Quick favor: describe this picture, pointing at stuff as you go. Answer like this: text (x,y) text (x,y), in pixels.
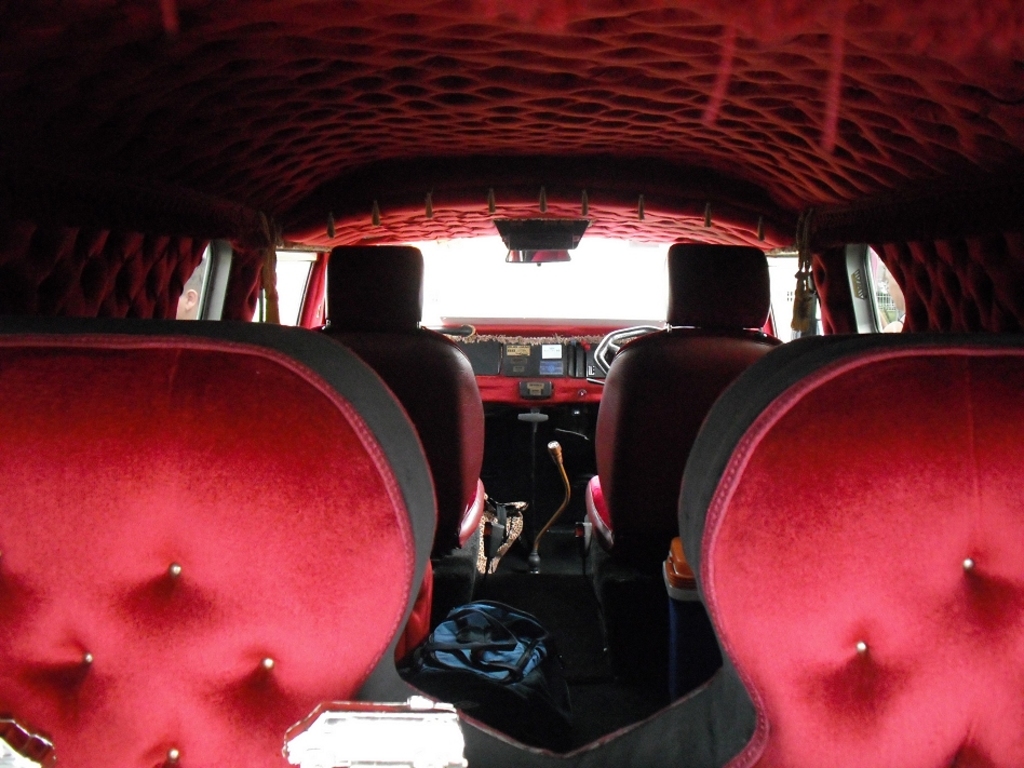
In this image I can see the inner view of the vehicle (271,583). Inside the vehicle (526,603) I can see the seats (603,736), bag (445,659), gear rod (532,553) and the steering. To the left (190,308) I can see the head (188,299) of the person (189,290). And there is a white background (534,287).
